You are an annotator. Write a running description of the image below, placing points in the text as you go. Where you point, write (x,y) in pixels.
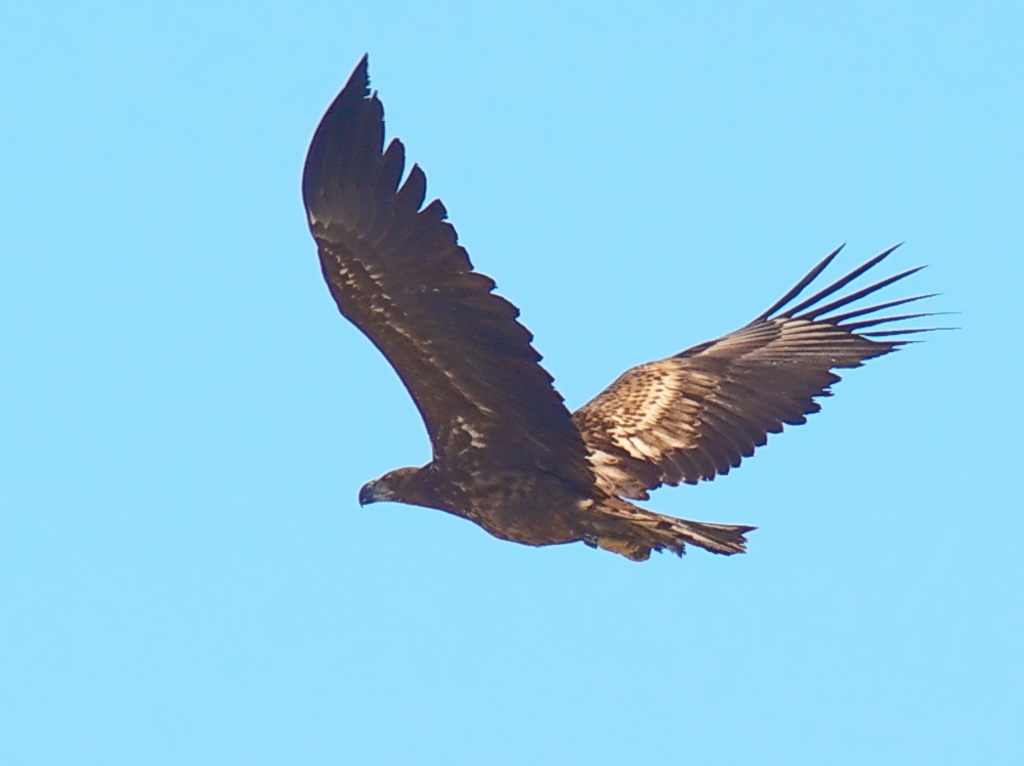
There is a bird (511,417) flying in the air (634,595). In the background (227,591) there is sky (62,599).
